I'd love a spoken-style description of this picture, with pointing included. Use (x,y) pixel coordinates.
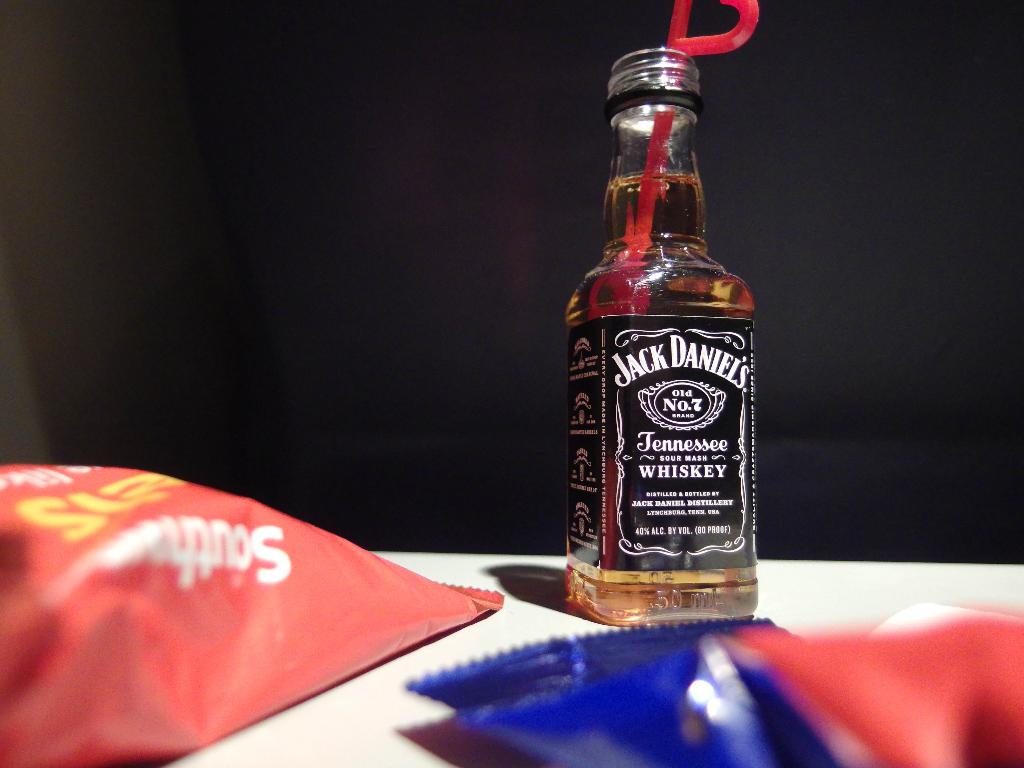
In this image we can see a whiskey bottle (590,479) and chips (459,704) are kept on this table (852,599).
